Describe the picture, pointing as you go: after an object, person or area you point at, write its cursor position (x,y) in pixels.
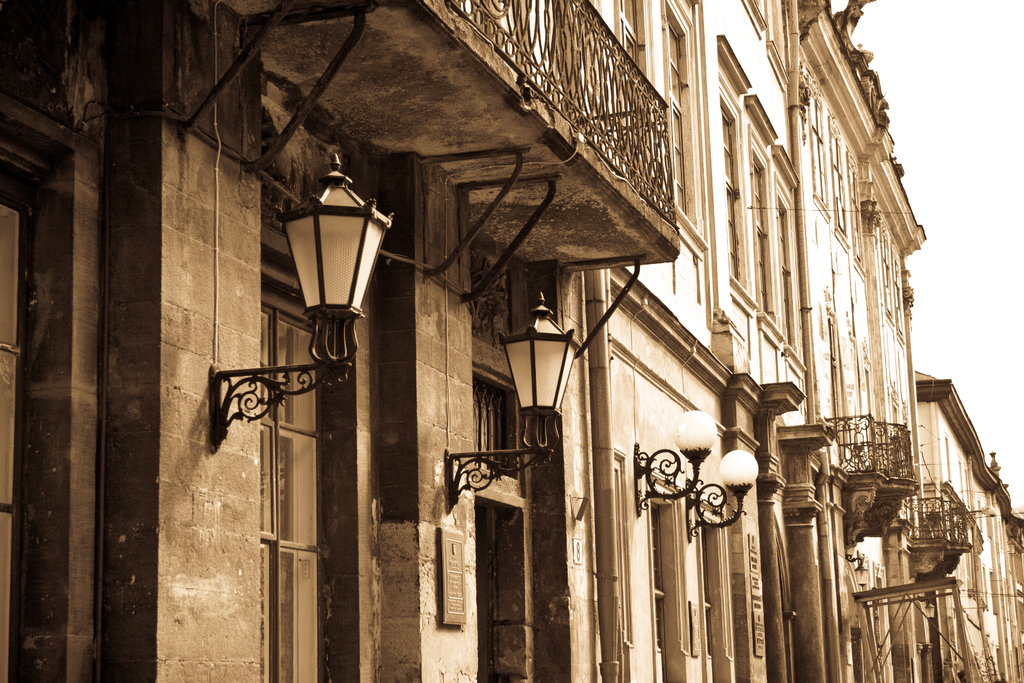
In this image I can see a building (879,348) along with the windows (764,232) and doors (481,613). Few lights (330,275) are attached to the walls (444,388). On the right side (935,153) I can see the sky (944,264).
